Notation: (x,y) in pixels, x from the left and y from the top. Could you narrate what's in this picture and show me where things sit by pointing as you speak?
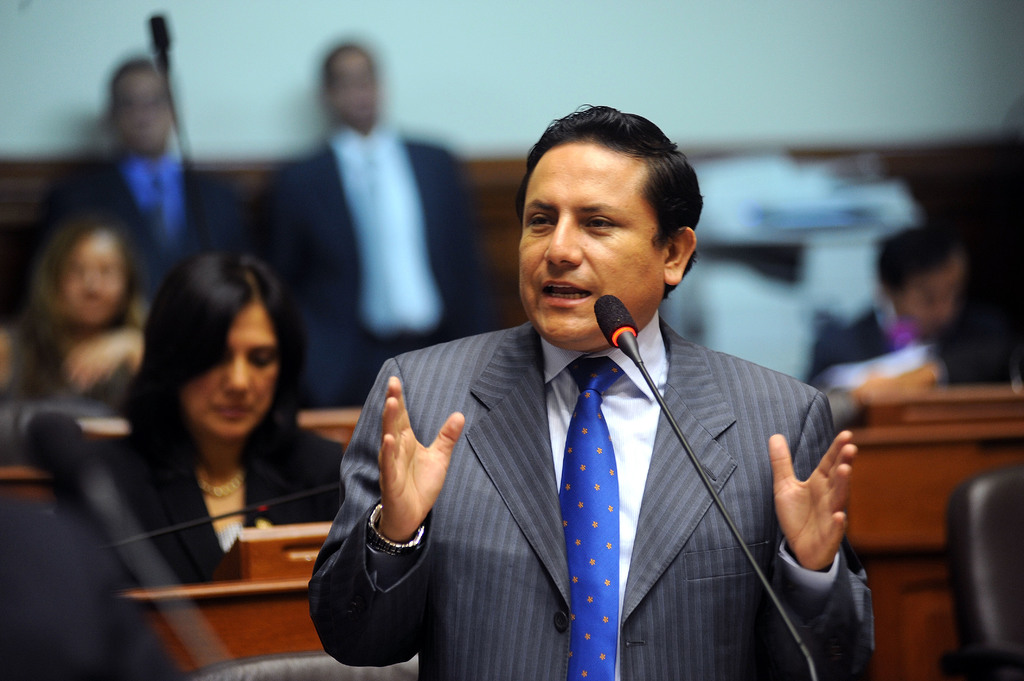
In this picture there is a man (619,416) wearing grey color suit (682,481) with blue tie (606,488) is giving a speech in the black microphone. Behind there are some women (233,340) and a man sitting and listening to him. Behind there is a white wall (558,31).
